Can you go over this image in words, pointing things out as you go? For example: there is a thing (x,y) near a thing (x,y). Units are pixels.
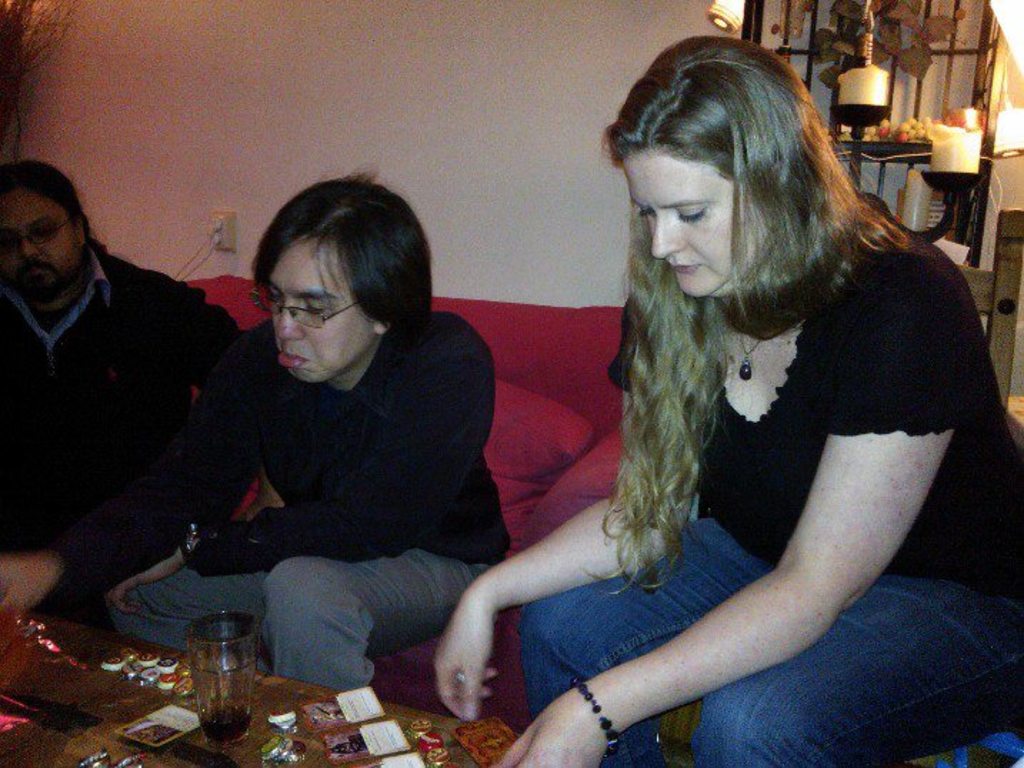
There are three persons (493,550) sitting and we can see glass (226,654) and some objects (478,725) on table (46,659) and we can see sofa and chair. On the background (339,134) we can see wall (420,73), lights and some objects (887,130) on table (864,149).
